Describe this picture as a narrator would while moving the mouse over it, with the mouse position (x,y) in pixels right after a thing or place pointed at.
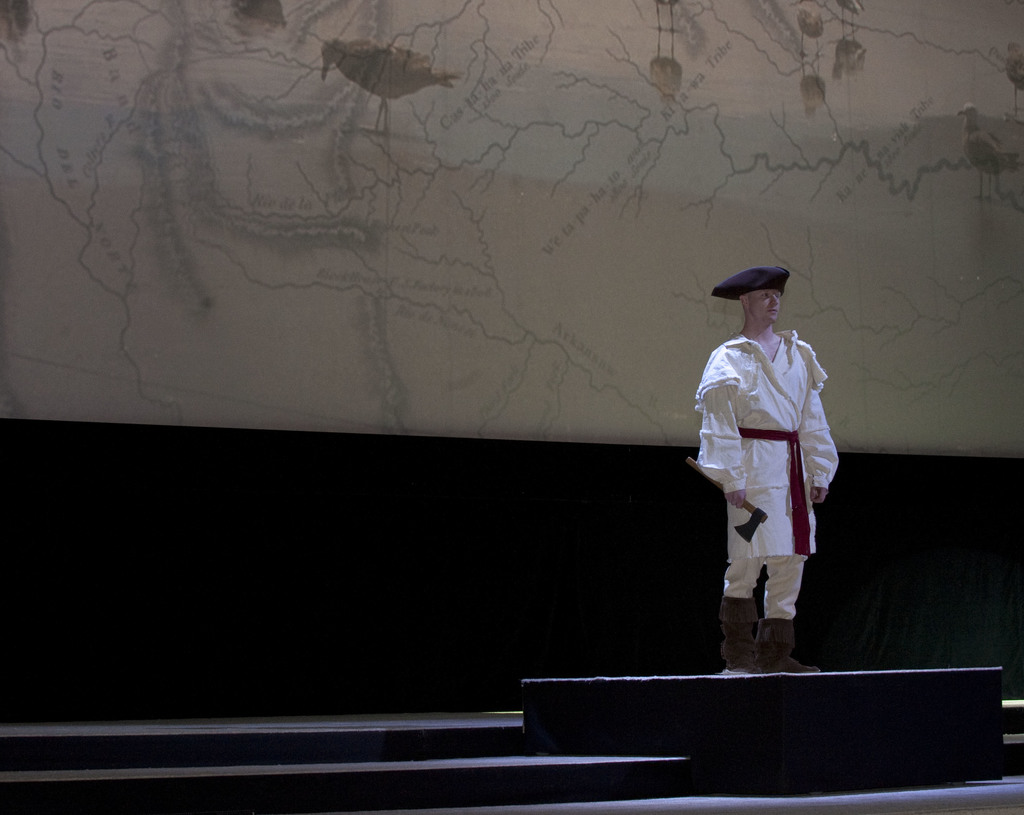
To the right side of the image (789,427) there is a person (719,405) wearing a white color dress (756,391). In the background of the image (377,503) there is wall (388,260). At the bottom of the image (167,765) there is staircase (279,800).
